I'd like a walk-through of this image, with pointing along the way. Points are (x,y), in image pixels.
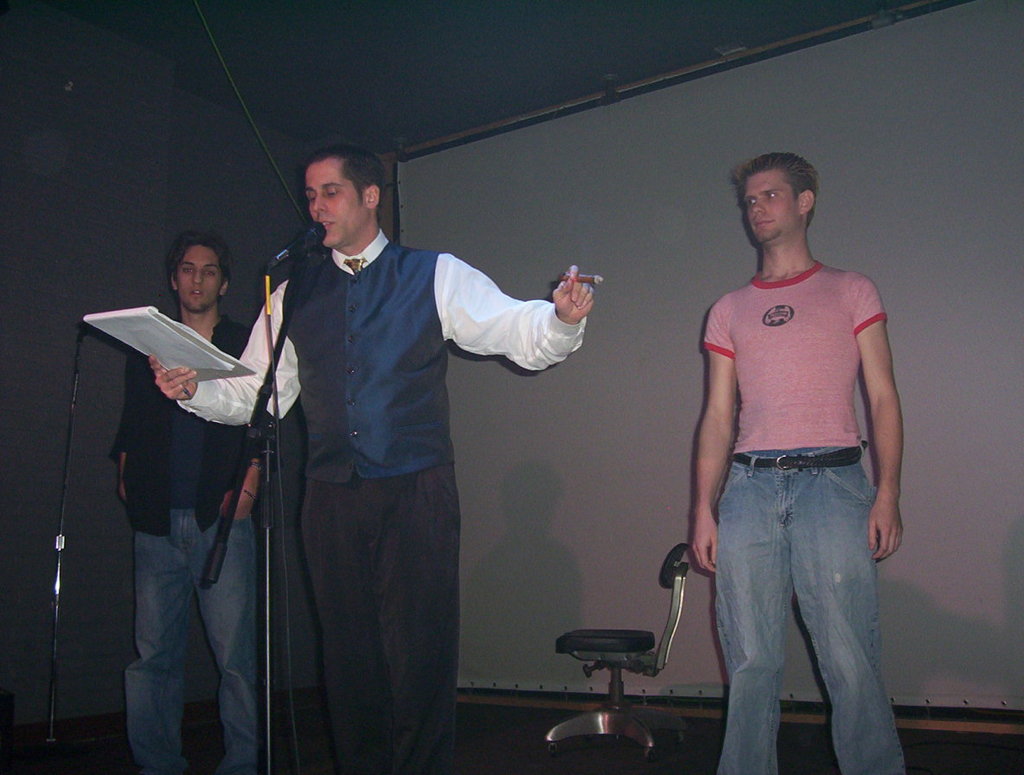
In the center of the image (409,343) we can see three persons (429,523) are standing and they are in different costumes (403,406). Among them, we can see one person (366,414) is holding some objects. In front of them, we can see stands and one microphone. In the background (528,282) there is a wall (60,208), chair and one board (609,559).
